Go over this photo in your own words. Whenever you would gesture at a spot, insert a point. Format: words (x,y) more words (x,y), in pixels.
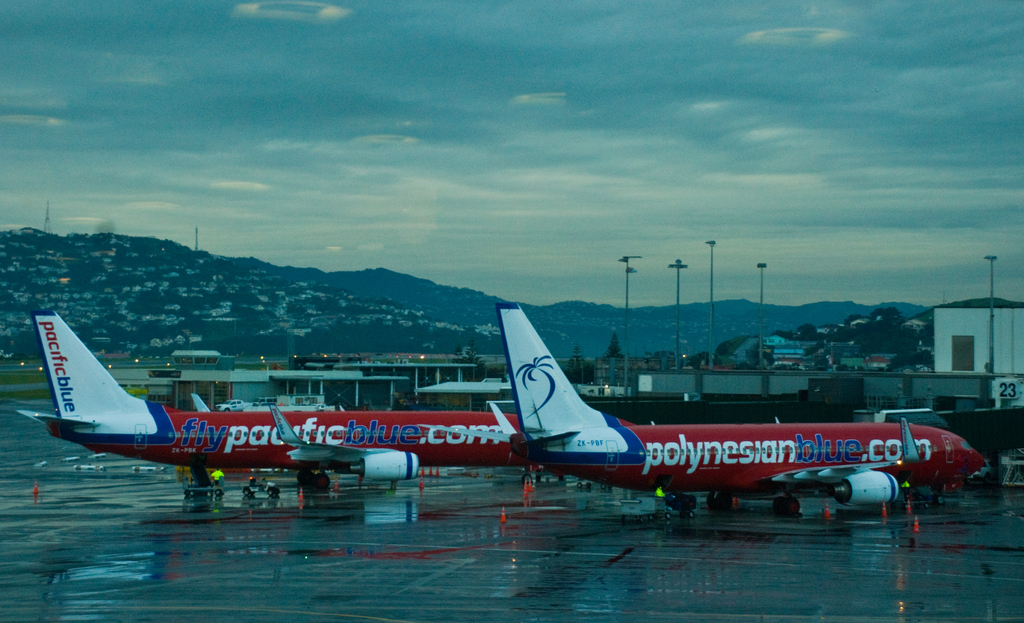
In this picture I can see the road (17,434) in front (416,568), on which I can see the water (346,522) and I see few traffic poles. I can also see 2 aeroplanes (388,427) and I see something is written on them. In the middle of this picture (360,401) I can see few buildings (629,367) and few poles (676,265). In the background (450,303) I can see the mountains (607,317) and few trees (574,356). On the top of this picture (515,112) I can see the sky (536,107).
